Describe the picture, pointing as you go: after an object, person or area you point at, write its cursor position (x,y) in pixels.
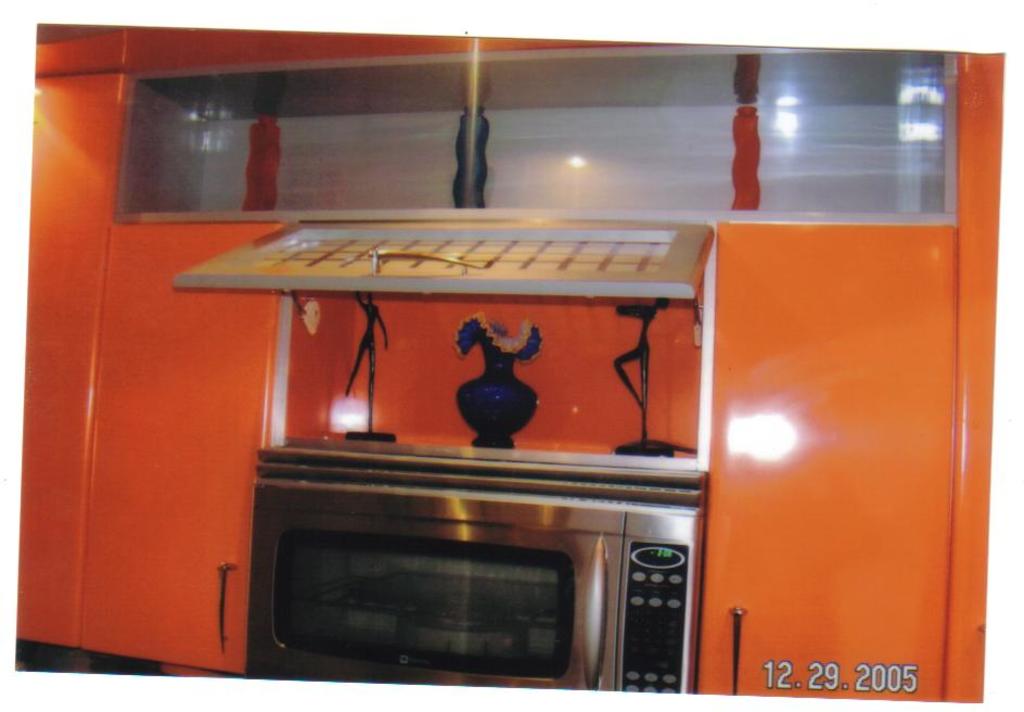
In this picture there is an oven (585,485) at the bottom side of the image (521,547) and there are cupboards (774,425) in the image, there is a flower vase (508,373) in the center of the image (501,390).
